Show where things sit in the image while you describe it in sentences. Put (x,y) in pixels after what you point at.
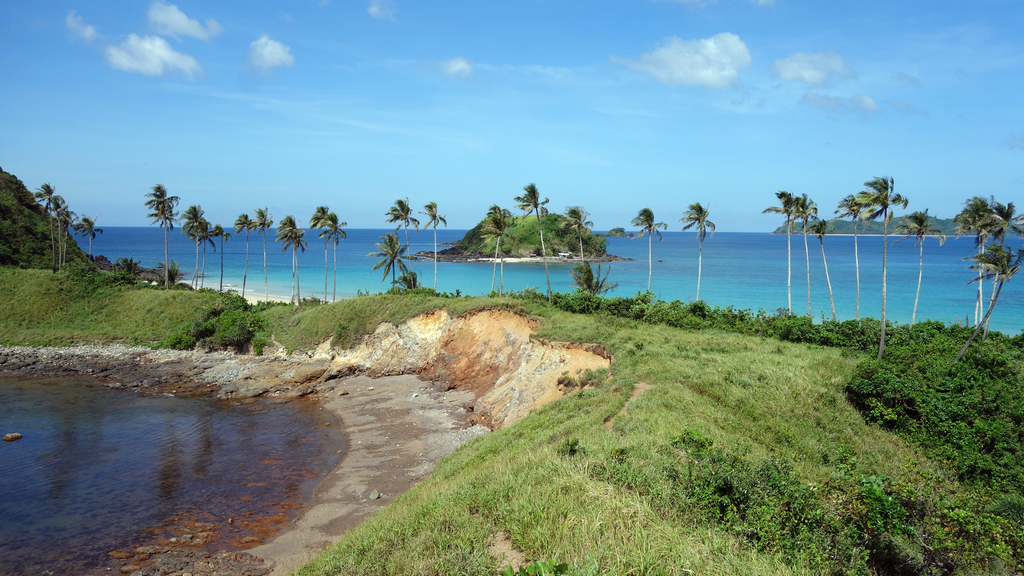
In this image there are trees (14,254) on the grassland (821,435) having plants (919,536). Middle of the image (549,245) there is a hill (569,241) surrounded by the water (637,286). Right side (794,233) there are hills (851,225). Left side (35,445) there is water (274,411). Top of the image (606,95) there is sky (525,75) with some clouds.
